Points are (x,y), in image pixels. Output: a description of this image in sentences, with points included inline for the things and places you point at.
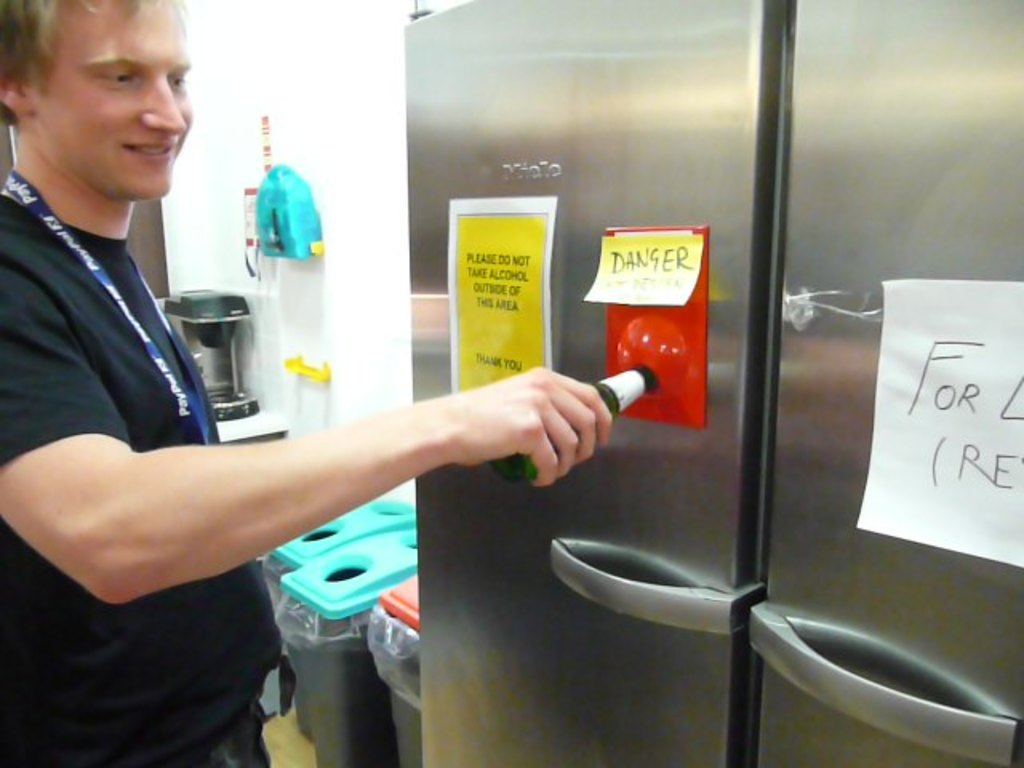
In this image, we can see a person (125,430) standing and wearing an id card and holding a bottle (517,457). In the background (476,75), we can see poster (530,227) and a board (634,227) on the refrigerator (518,193) and there are bins (335,619) and we can see an object (228,357) and some other objects (301,373) on the wall (332,367).
